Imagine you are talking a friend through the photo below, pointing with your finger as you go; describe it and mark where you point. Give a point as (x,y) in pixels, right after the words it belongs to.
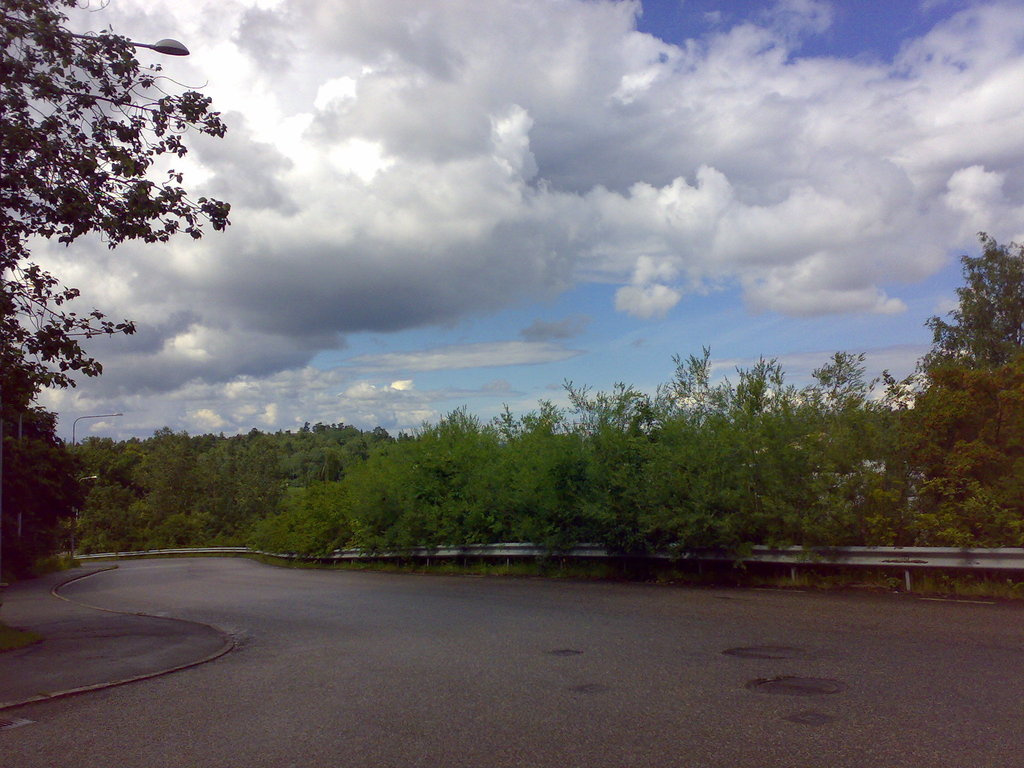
In this image we can a road (505,683) and to the side of the road (518,692) we can have the barrier (526,547). Behind the road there are groups of trees (572,487) and the left side of the image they are few electric poles (21,429) and a cloudy sky (536,245) over the top of the image (478,210).
